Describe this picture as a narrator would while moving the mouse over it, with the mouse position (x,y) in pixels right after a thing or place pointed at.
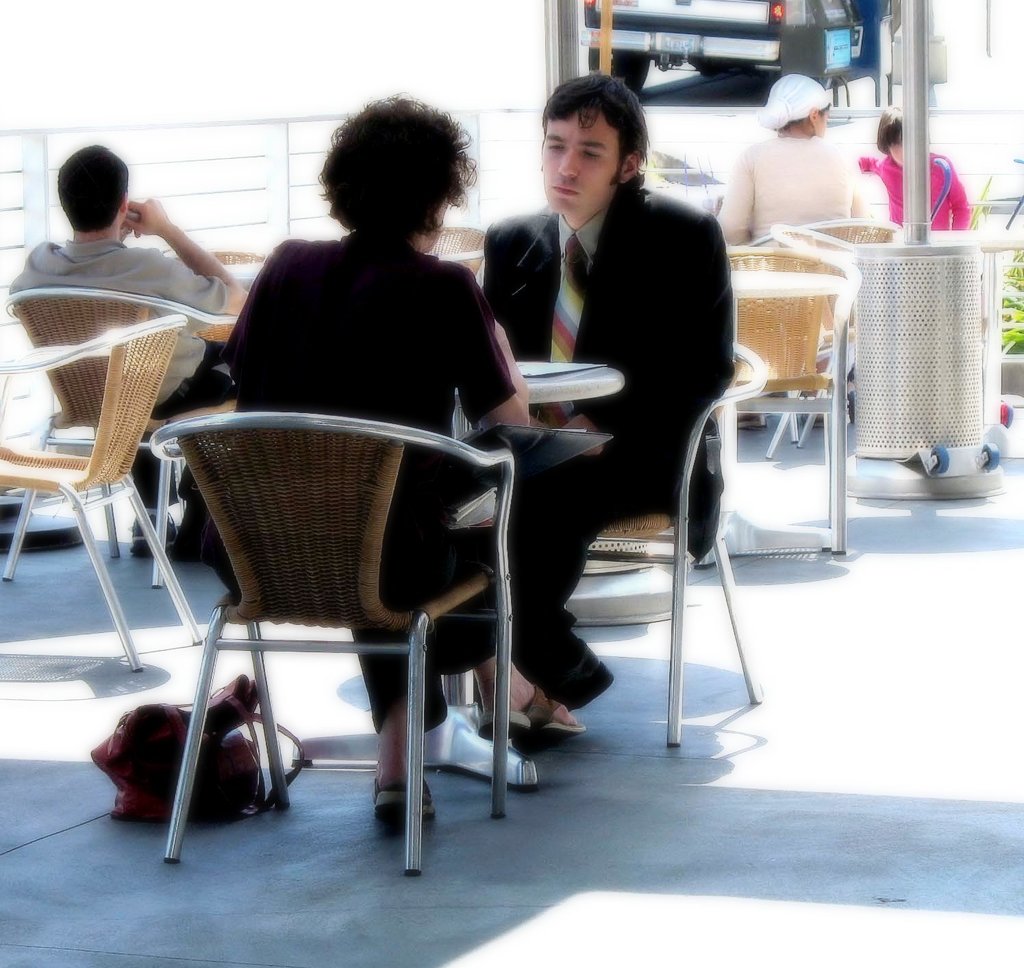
There are two persons (479,323) sitting on chair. There is a table (557,390). On the floor (197,826) there is a bag (168,729). There are chairs (102,349), person (147,277) and tables (821,277) are there in the background (135,280). There is a dustbin (937,332), car (714,25) and railings (270,127) are there in the background (251,182).
